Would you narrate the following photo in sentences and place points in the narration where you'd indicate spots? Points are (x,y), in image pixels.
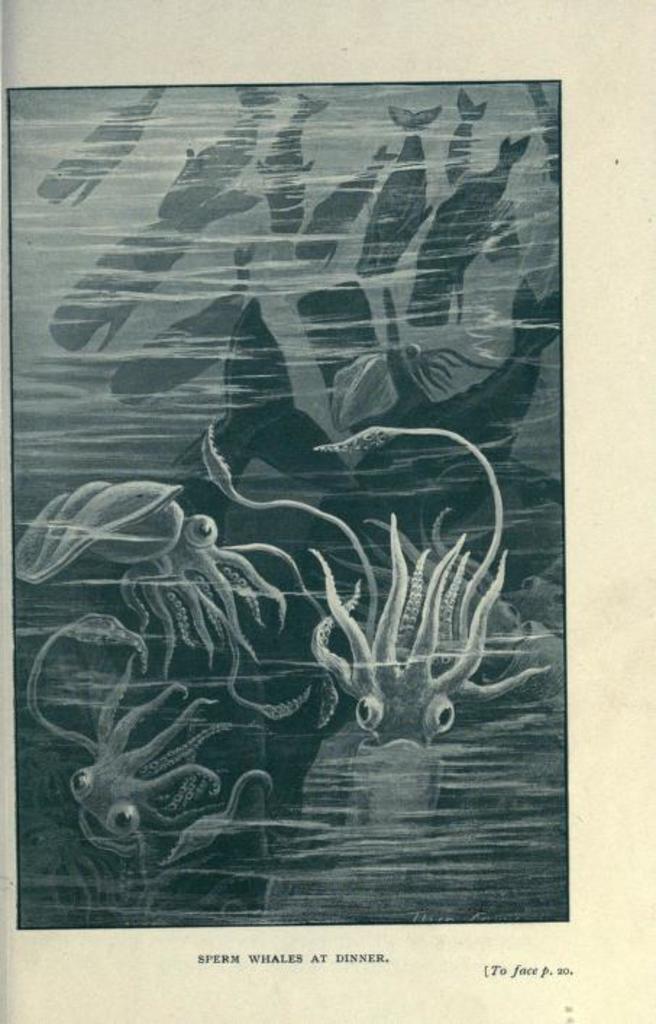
In this image I can see depiction picture of aquatic animals (188,228). I can also see something is written on the bottom side of this image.
